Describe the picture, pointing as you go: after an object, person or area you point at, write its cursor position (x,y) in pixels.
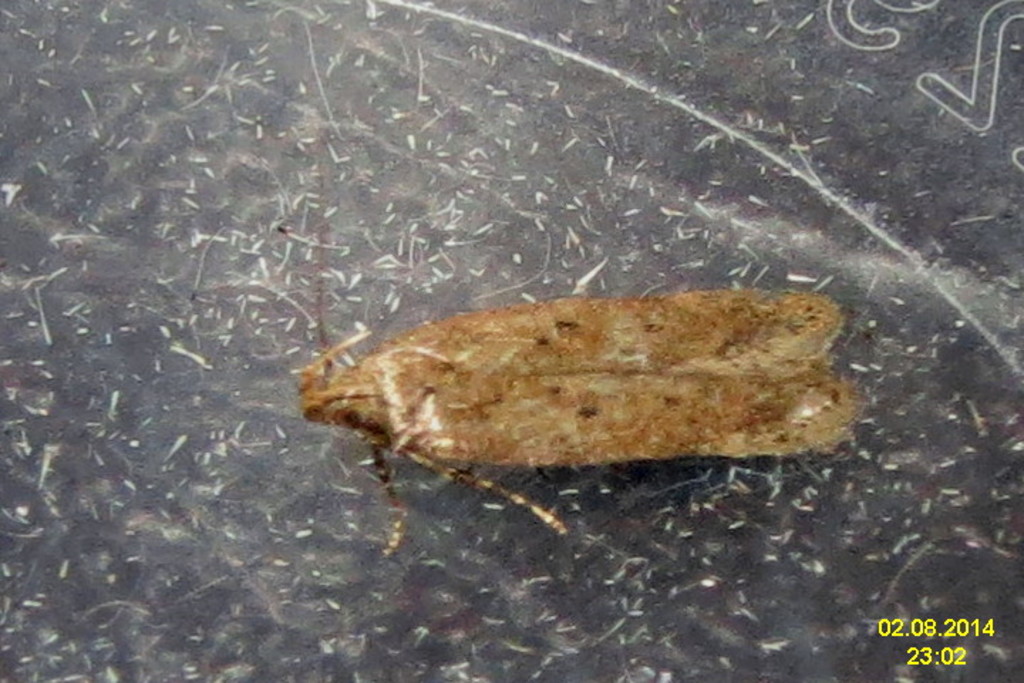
In the picture we can see a black color surface (430,530) with some white color dots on it, we can see an insect (675,415) standing with legs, wings (687,409) and antenna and it is brown in color.
